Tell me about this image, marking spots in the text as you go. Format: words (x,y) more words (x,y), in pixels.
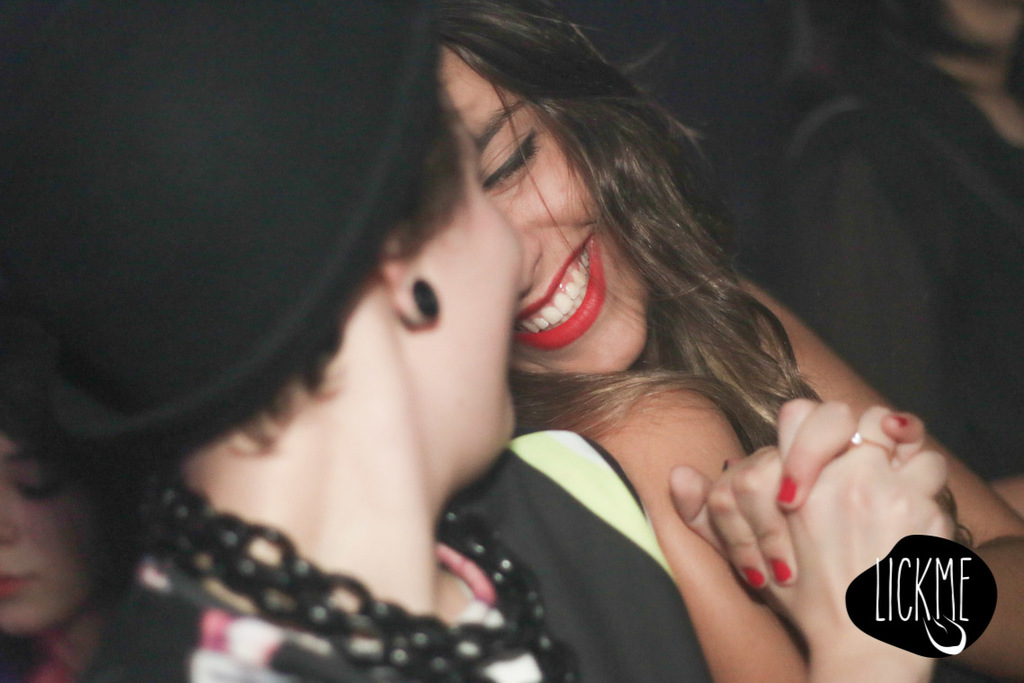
In this image there are four persons (800,463), and there is a watermark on the image.
